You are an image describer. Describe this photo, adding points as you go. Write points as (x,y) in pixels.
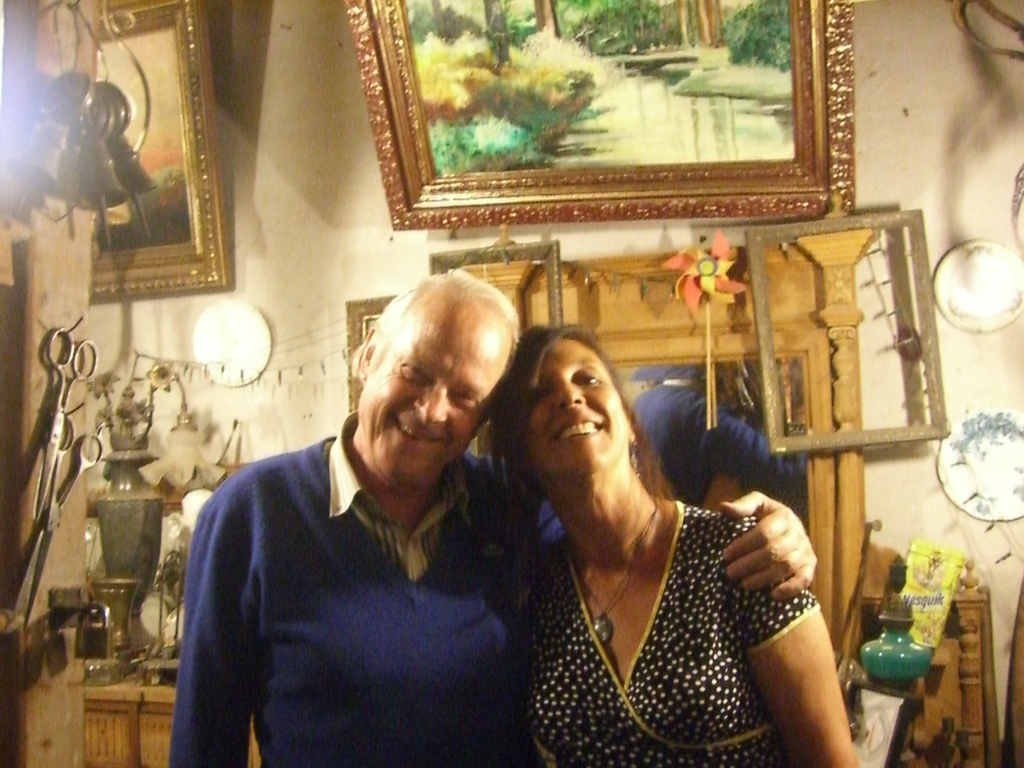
In this picture we can see a man (400,684) and a woman (549,689) and they are smiling and in the background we can see the wall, photo frames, scissors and few objects (979,706).
